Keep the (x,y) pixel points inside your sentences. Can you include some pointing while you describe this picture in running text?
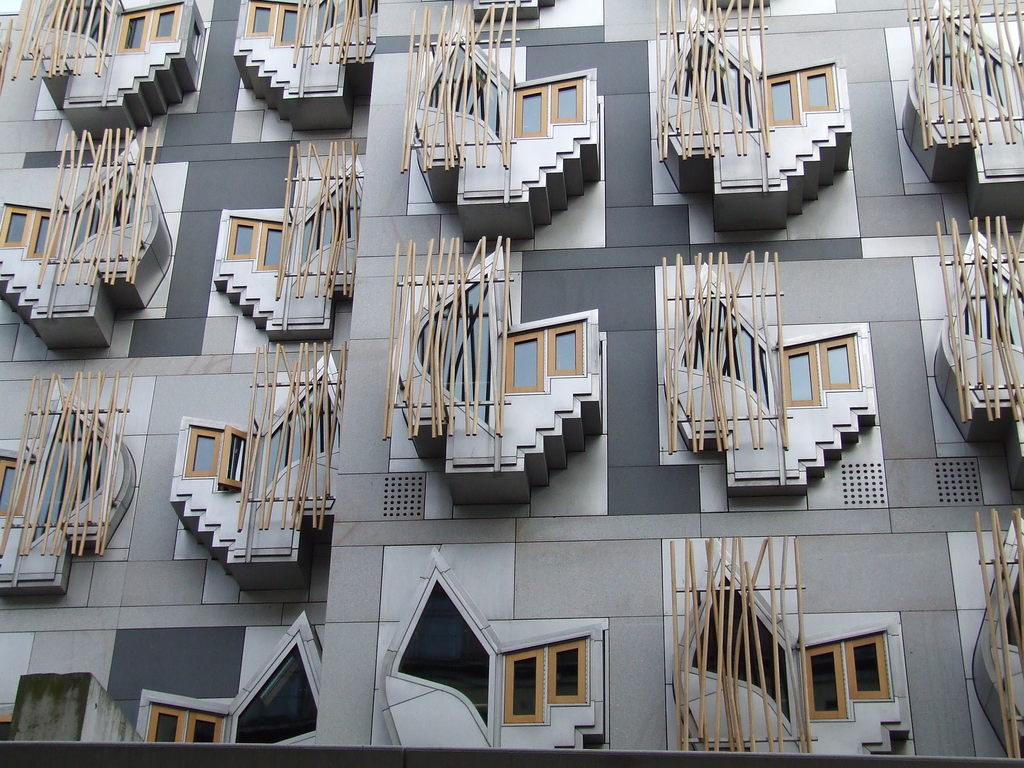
In this image I can see a building (586,514) which is grey, white and black in color. I can see few windows (543,110) of the building (544,96) which are brown in color.
